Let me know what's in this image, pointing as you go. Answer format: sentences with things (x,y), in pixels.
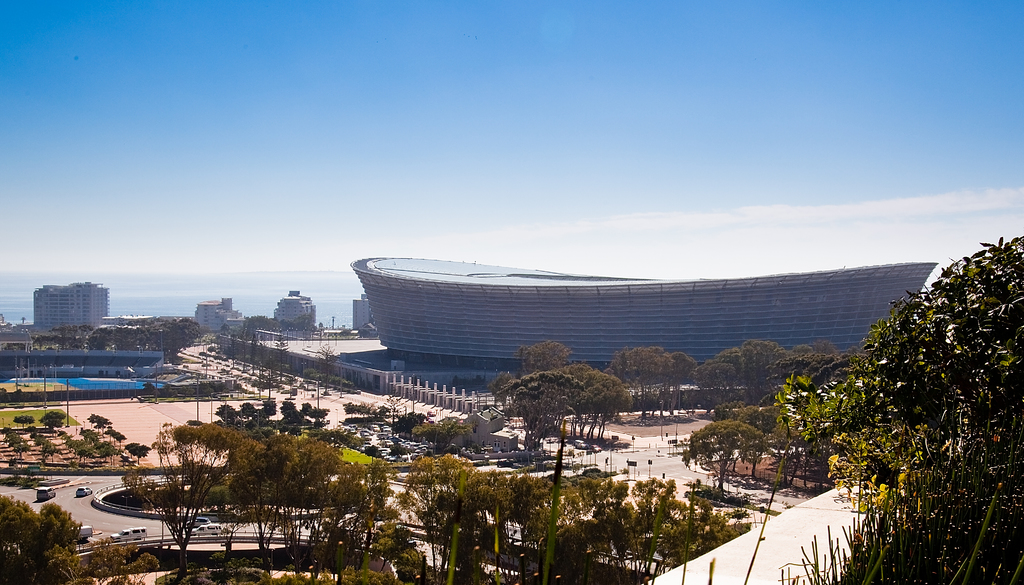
At the bottom (419,499) we can see trees (235,458) and there are vehicles (383,433) on the road (114,479). In the background (89,325) there are buildings (285,308), a stadium (371,276), water (328,322), trees (249,337) and clouds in the sky (715,5).
